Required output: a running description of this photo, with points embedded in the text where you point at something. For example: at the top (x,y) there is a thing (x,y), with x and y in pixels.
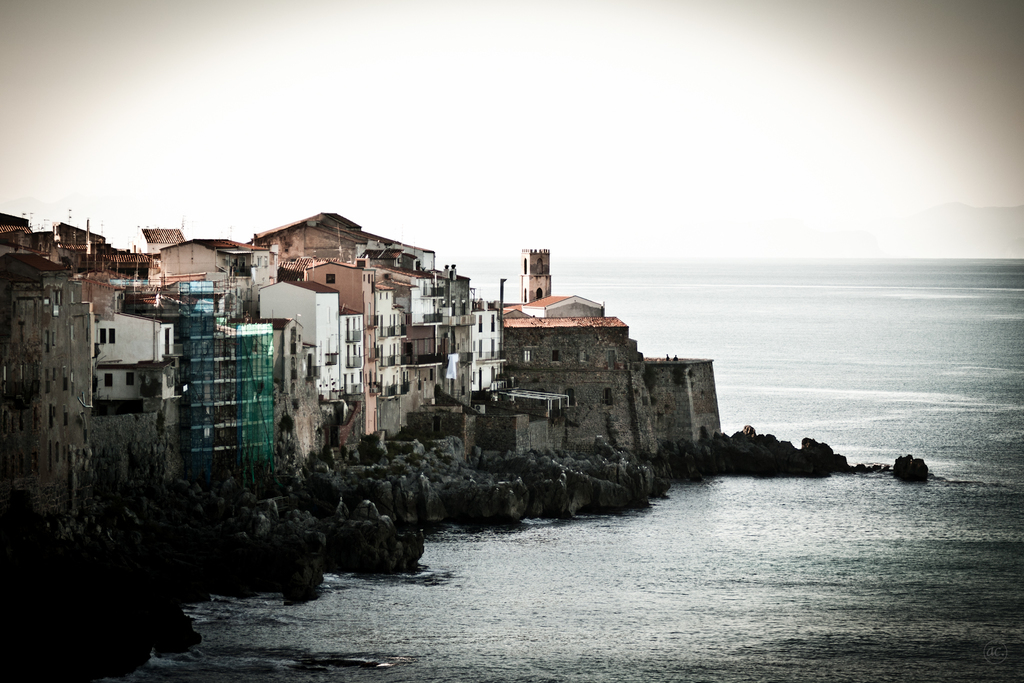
The left side (128,374) there are buildings (358,291). At the down side this is water (888,464). At the top (653,96) it's a cloudy sky (653,96).
